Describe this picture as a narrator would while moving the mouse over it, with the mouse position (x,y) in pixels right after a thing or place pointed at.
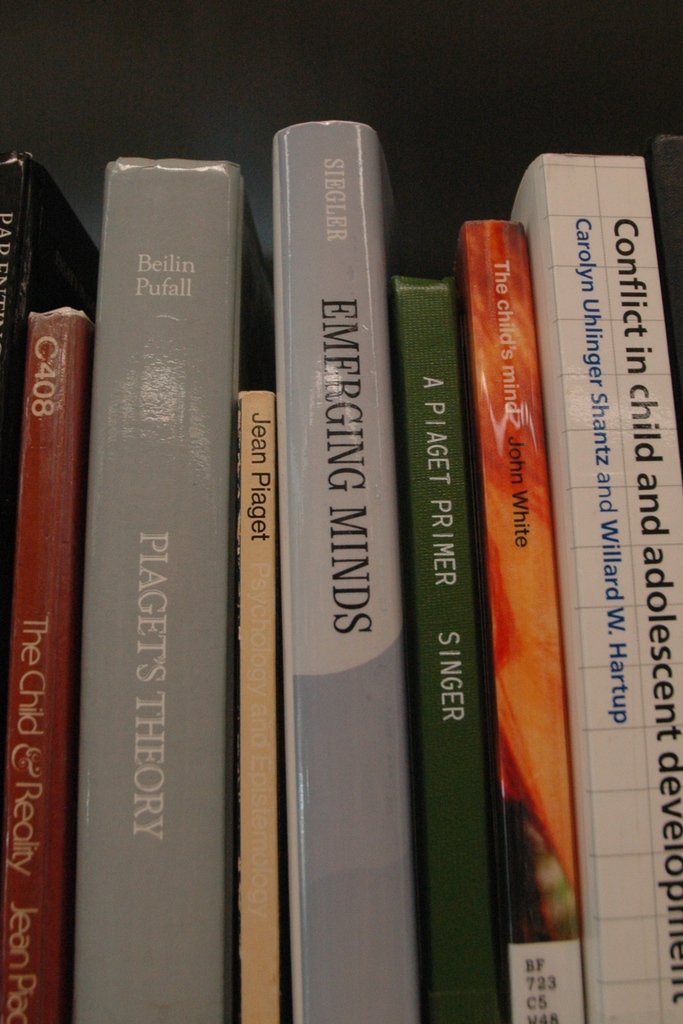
In this picture I can see eight books (208,355) arranged in an order.
